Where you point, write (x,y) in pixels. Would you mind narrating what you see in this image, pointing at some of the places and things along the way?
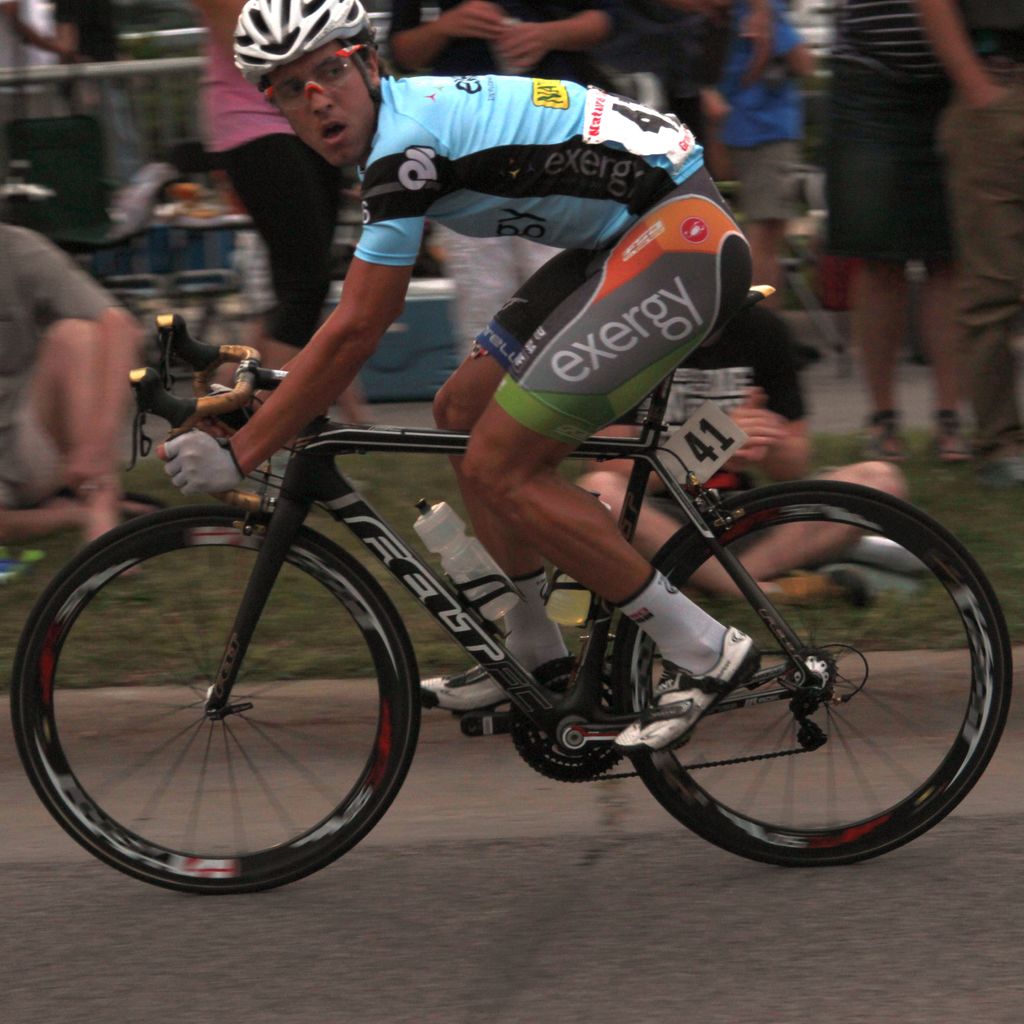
In this image, there is an outside view. There is person (486,137) riding a bicycle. This person (528,454) is wearing shoes (666,737), clothes (527,307), spectacles (299,87) and helmet (317,46). There are some persons (909,132) at the top of the image (938,220).
